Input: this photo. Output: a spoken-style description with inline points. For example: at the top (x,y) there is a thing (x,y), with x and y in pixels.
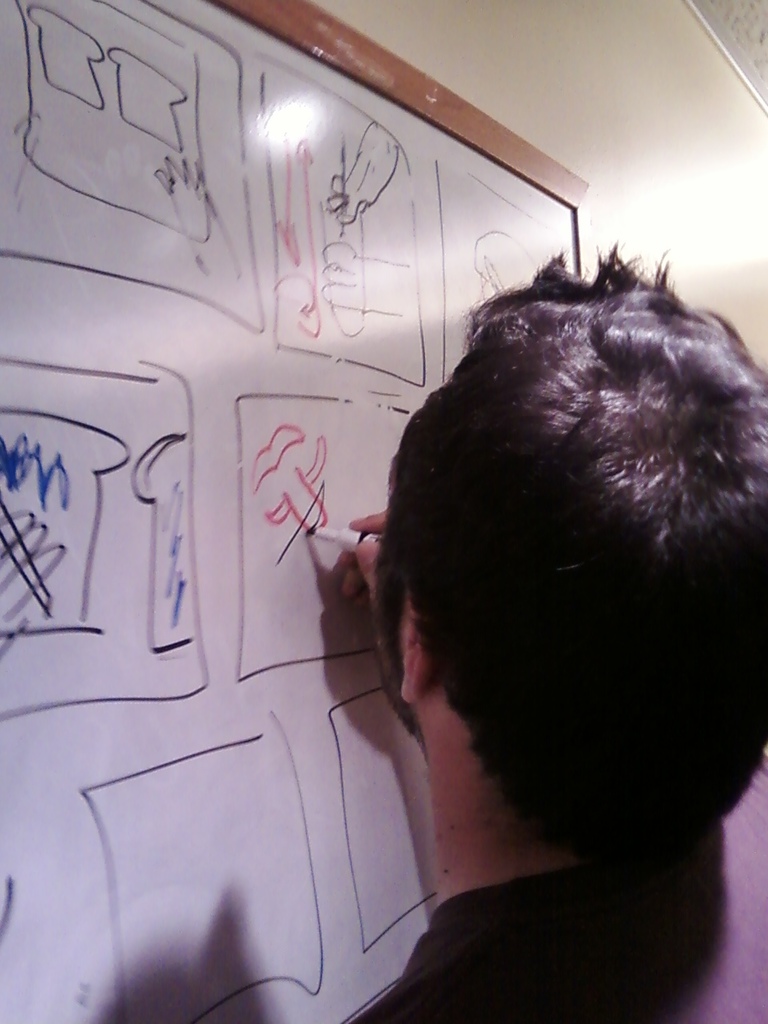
In the picture we can see a man (502,579) drawing something on the board (304,611) and man (755,629) is wearing black T-shirt (547,886).
